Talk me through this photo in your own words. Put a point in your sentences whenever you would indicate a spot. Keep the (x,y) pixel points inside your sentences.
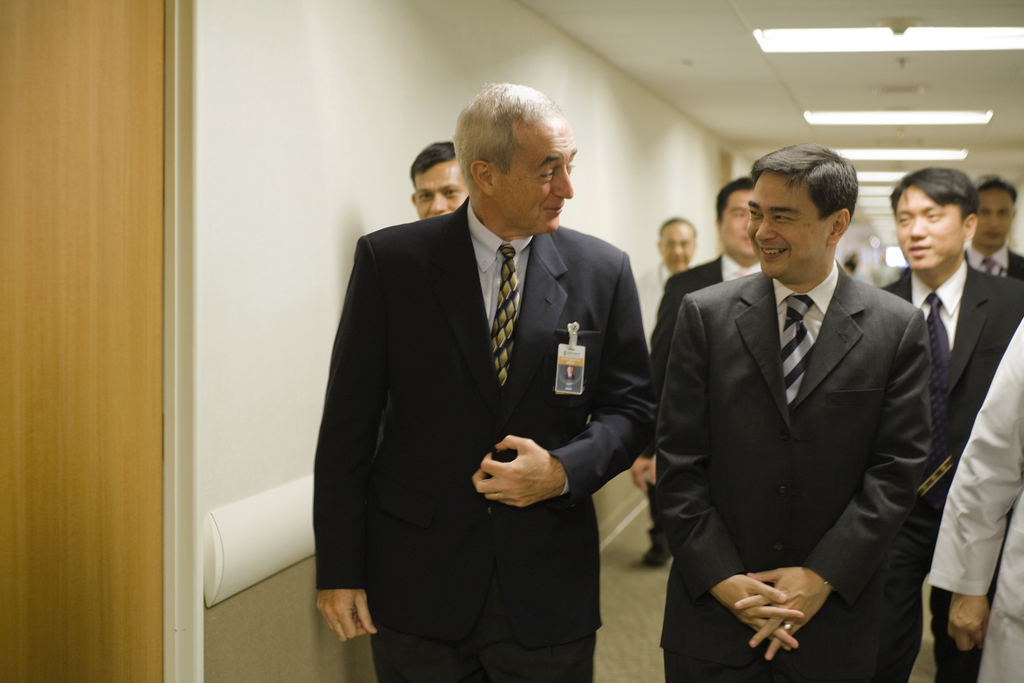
In this picture I can see few people (582,435) are standing and I can see a man (566,391) wearing ID card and I can see few people (767,337) wearing ties (797,326) and coats (609,347) and I can see few lights (869,180) on the ceiling (927,102) and I can see a door (66,441) on the left side (147,493).
